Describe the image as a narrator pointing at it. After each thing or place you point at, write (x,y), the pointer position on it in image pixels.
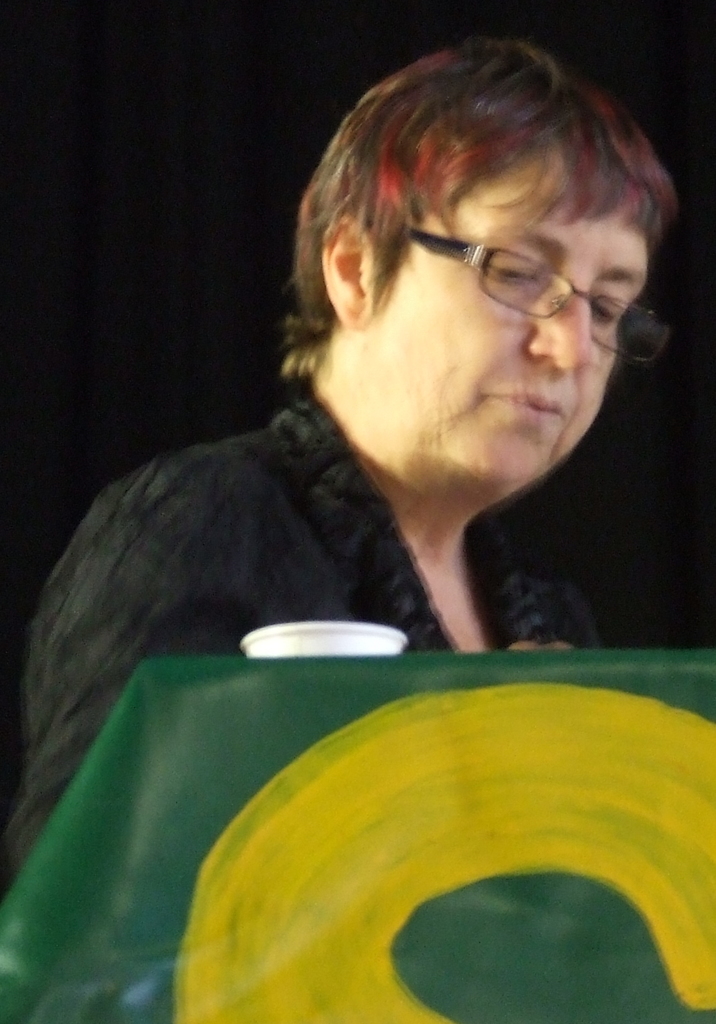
In the image there is a woman (352,591) and the background of the woman (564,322) is in black color. She is looking downwards.
